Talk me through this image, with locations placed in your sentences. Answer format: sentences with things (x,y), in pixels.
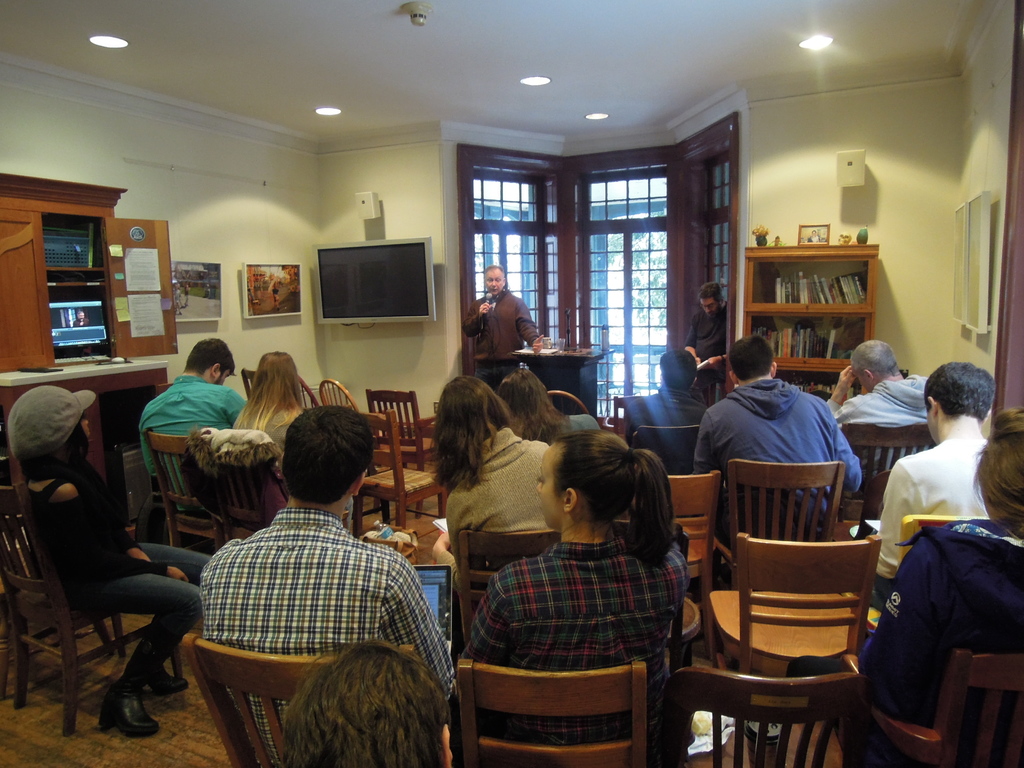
There are many people (358,440) sitting on chairs (416,470). And a person (516,320) is standing and holding a mic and talking. And there is a wall (382,165), window (612,255), cupboards (808,303) with book (821,290), photo frames (284,302). Inside the cupboard (86,300) there is a TV (69,311). On the wall (368,233) there is a TV (388,282). On the ceiling (433,94) there are lights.
